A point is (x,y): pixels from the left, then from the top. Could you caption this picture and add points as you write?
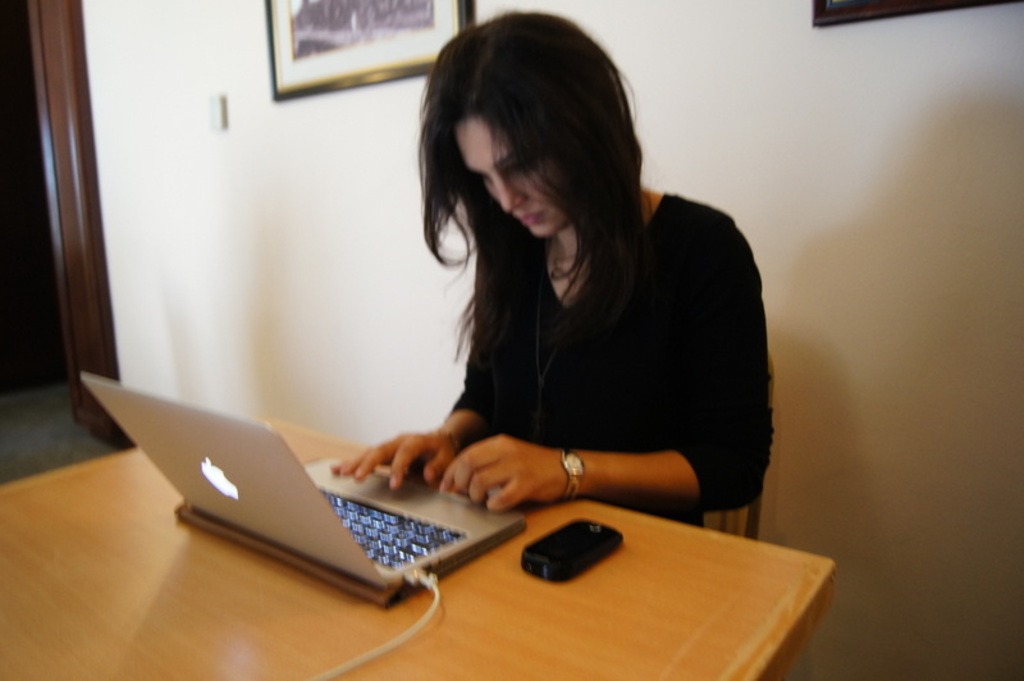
As we can see in the image there is a white color wall (794,156), photo frame (375,25), a woman (607,319) sitting on chair (758,514) and there is a table (643,621). On table (456,590) there is a laptop (465,501) and mobile phone (589,541).
